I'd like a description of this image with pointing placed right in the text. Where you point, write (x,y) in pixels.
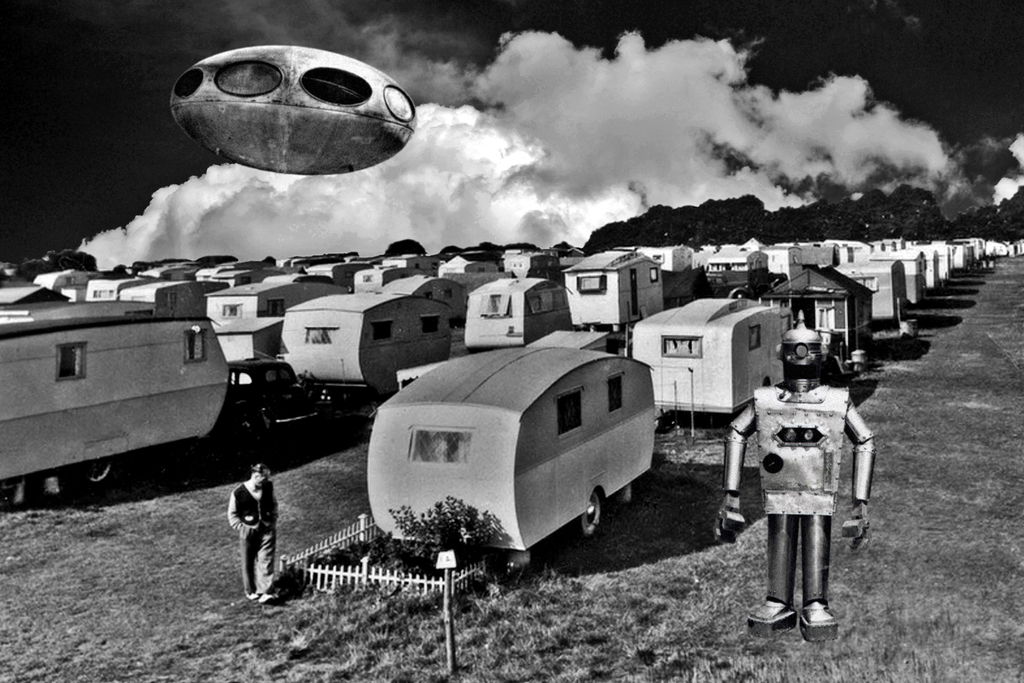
In this picture we can see a spaceship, few houses (443,284) and a plant (400,557). We can see some fencing (357,565) around a plant (406,569). There is a board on the pole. We can see a person (264,575) and a robot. Sky (489,157) is cloudy.
